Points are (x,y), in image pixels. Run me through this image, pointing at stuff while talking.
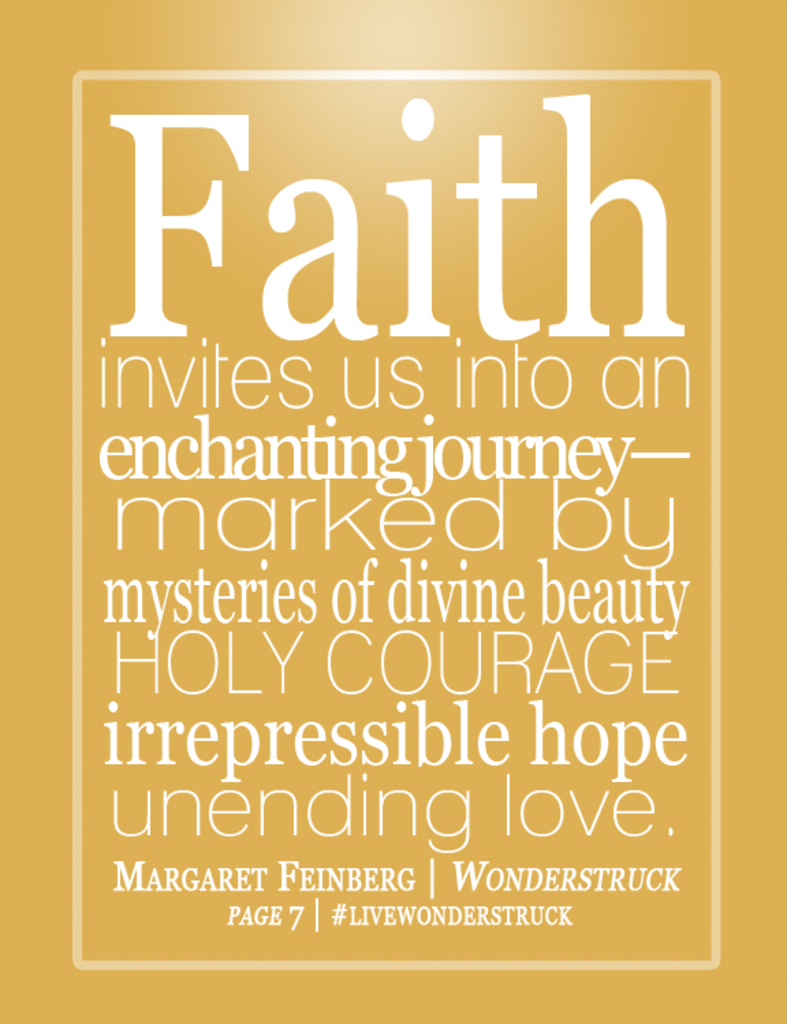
In this picture we can see some text (444,685) here.
